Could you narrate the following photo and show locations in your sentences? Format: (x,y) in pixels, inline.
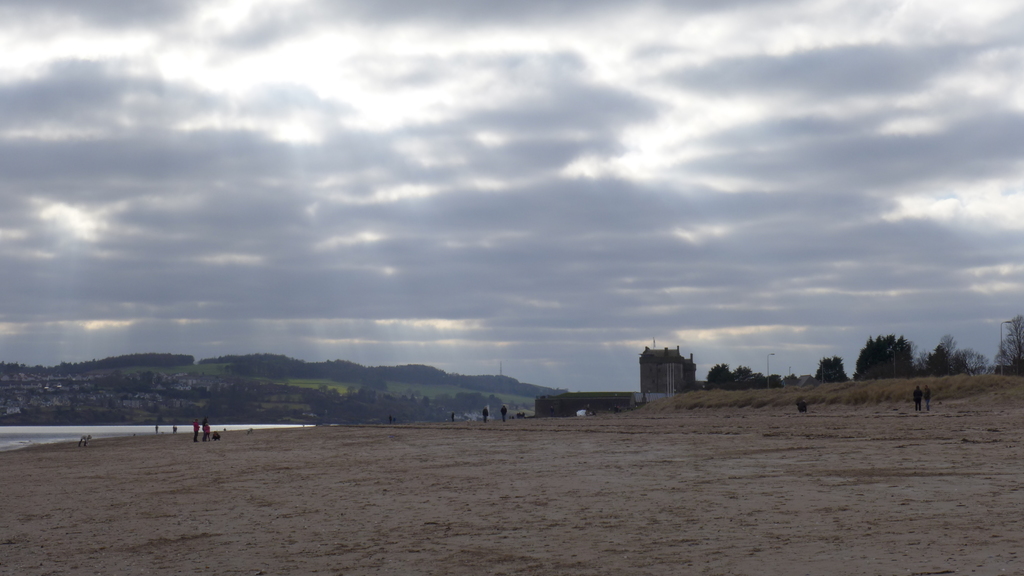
In this picture I can see group of people (500,407), a building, trees (759,373), poles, hills (338,396), water (59,428), and in the background (435,165) there is sky (548,143).
